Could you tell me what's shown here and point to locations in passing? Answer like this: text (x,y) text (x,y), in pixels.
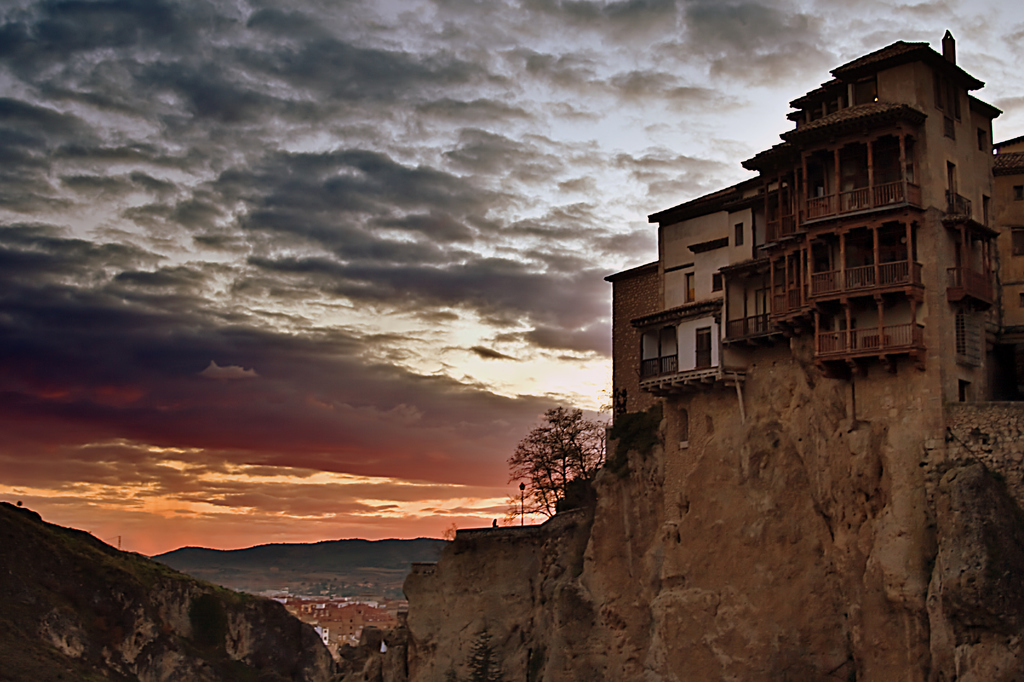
In this picture there is a building (671,274) on the right side of the image (694,312), on the rock (728,487) and there are other rocks (262,673) on the left side of the image (8,509), there is sky (504,242) at the top side of the image (392,167) and there is a tree (573,418) in the center of the image (559,417).
